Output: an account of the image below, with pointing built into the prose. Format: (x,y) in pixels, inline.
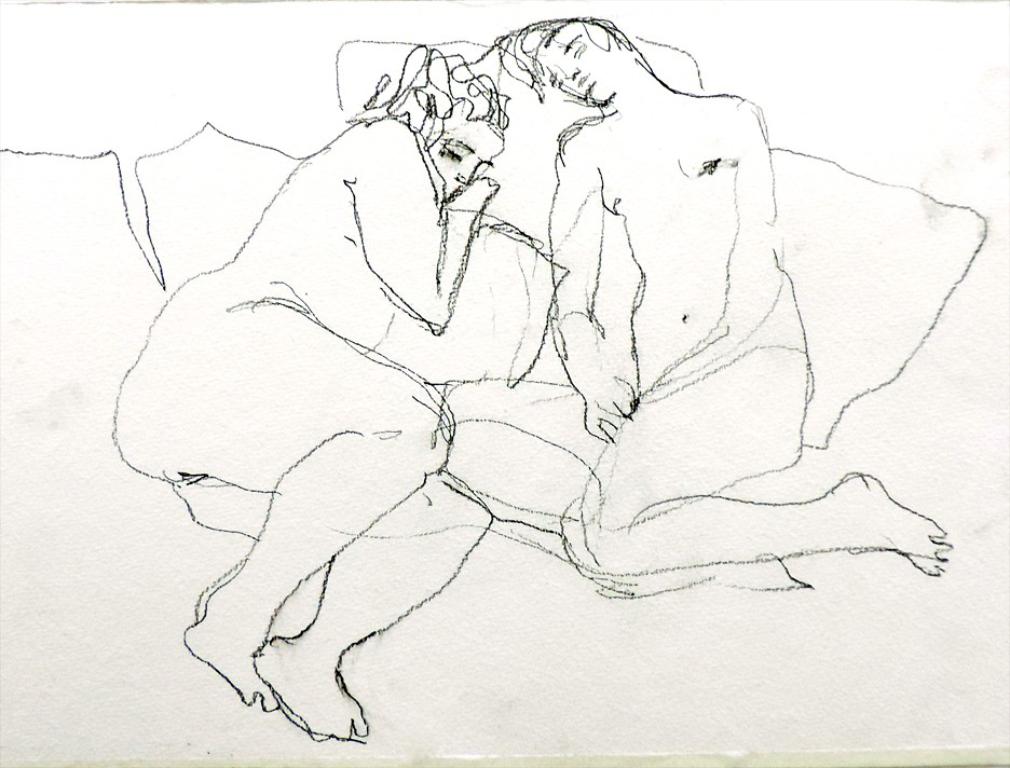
There is a drawing image of persons (353,441) as we can see in the middle of this image (620,469).
